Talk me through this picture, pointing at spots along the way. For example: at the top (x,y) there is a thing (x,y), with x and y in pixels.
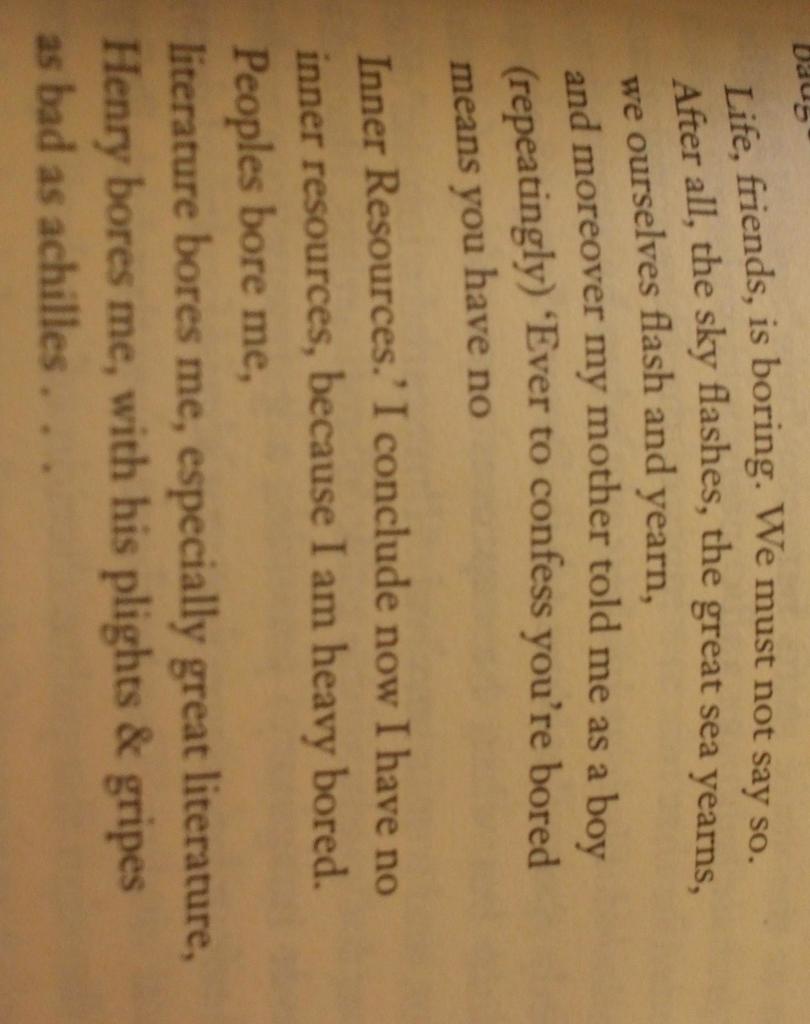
In the image on the paper (807,574) there is some text (483,248) on it.
